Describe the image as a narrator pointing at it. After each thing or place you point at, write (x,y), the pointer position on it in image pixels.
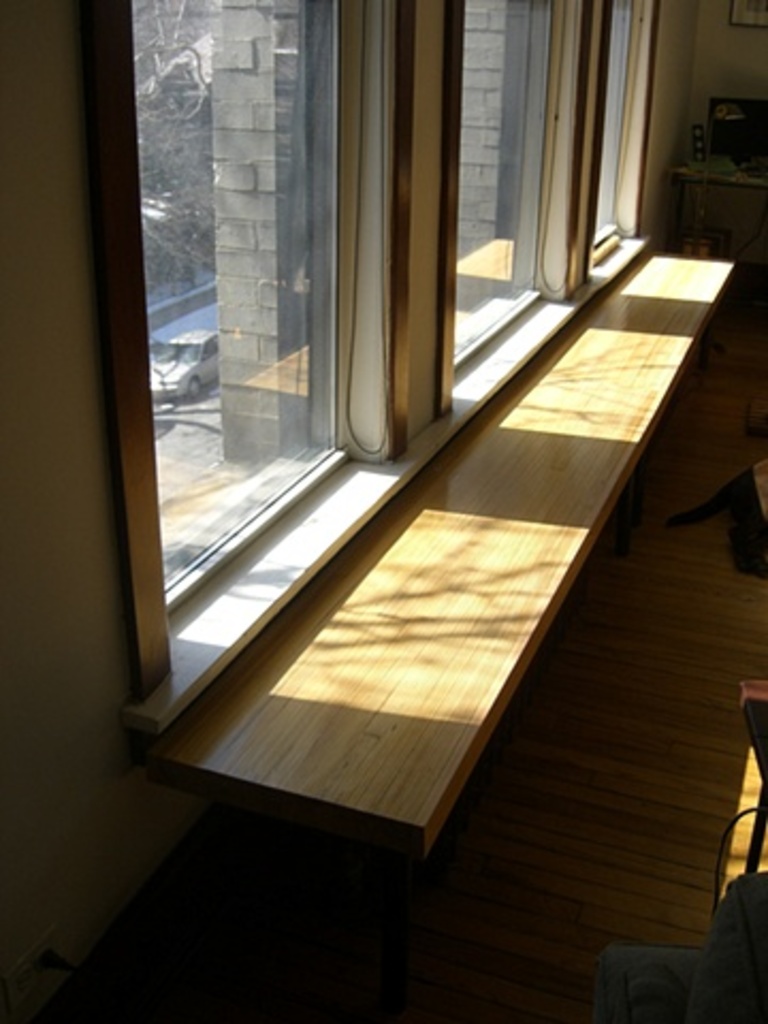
There is a window (303,242) and through the window (266,286), a bright sunlight (522,406) is falling on a shelf (652,276) before the window (279,284).
